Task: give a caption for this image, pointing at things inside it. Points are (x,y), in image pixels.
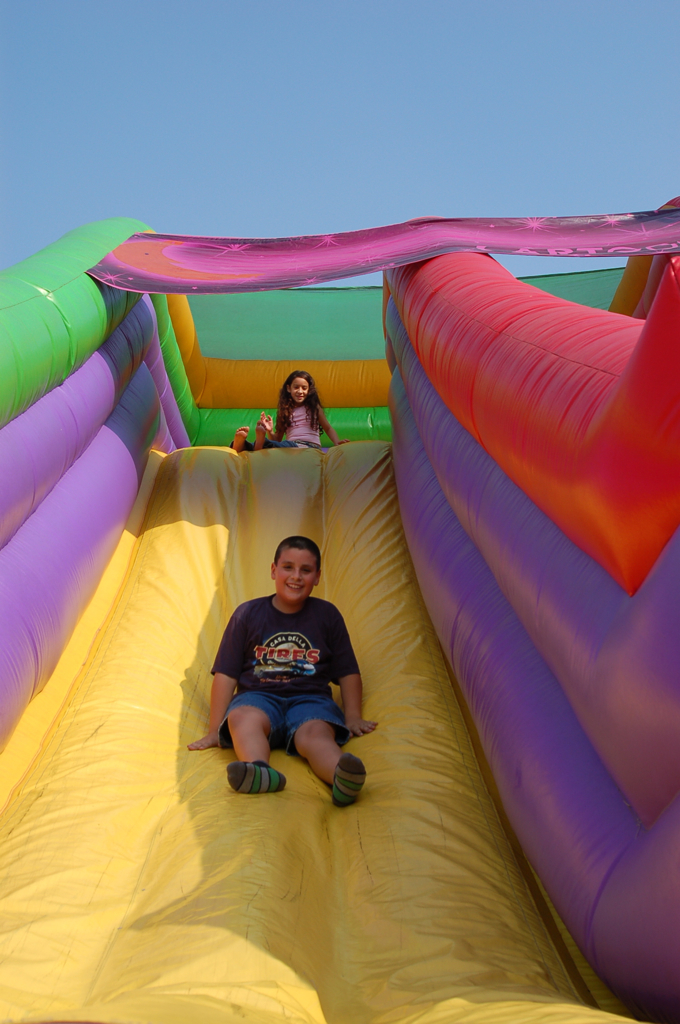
In this image, we can see two kids (275,560) on garden slide (291,470). These two kids (299,411) are wearing clothes (306,643). There is a sky (386,91) at the top of the image (356,59).
